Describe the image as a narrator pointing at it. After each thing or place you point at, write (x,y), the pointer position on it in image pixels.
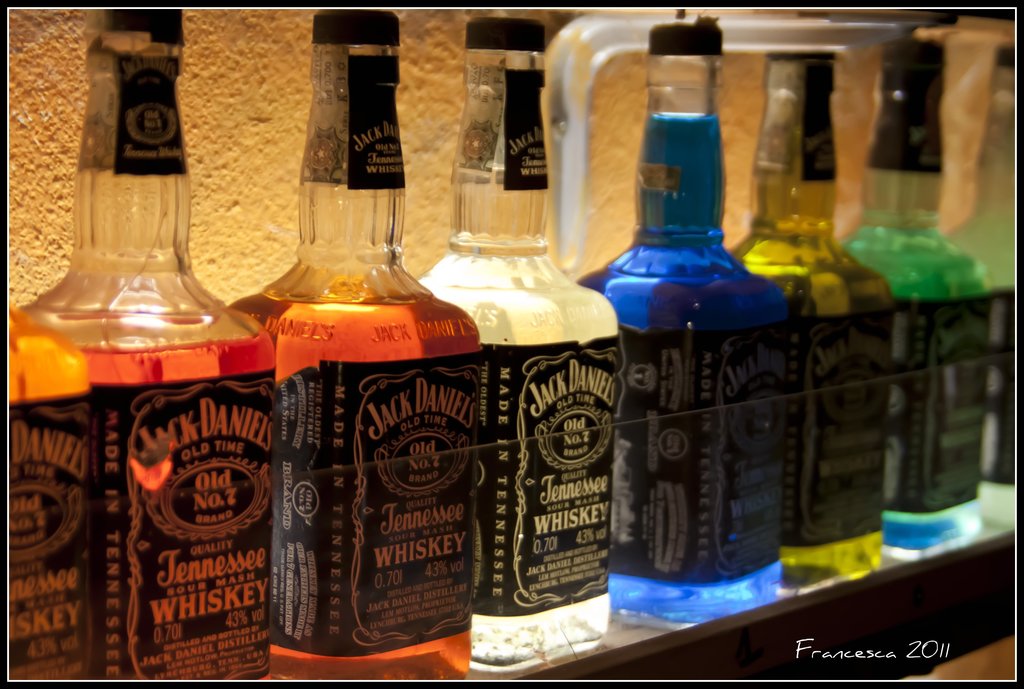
In the image we can see there are whiskey bottles (368,478) which are kept in a row in the shelf (964,588).
